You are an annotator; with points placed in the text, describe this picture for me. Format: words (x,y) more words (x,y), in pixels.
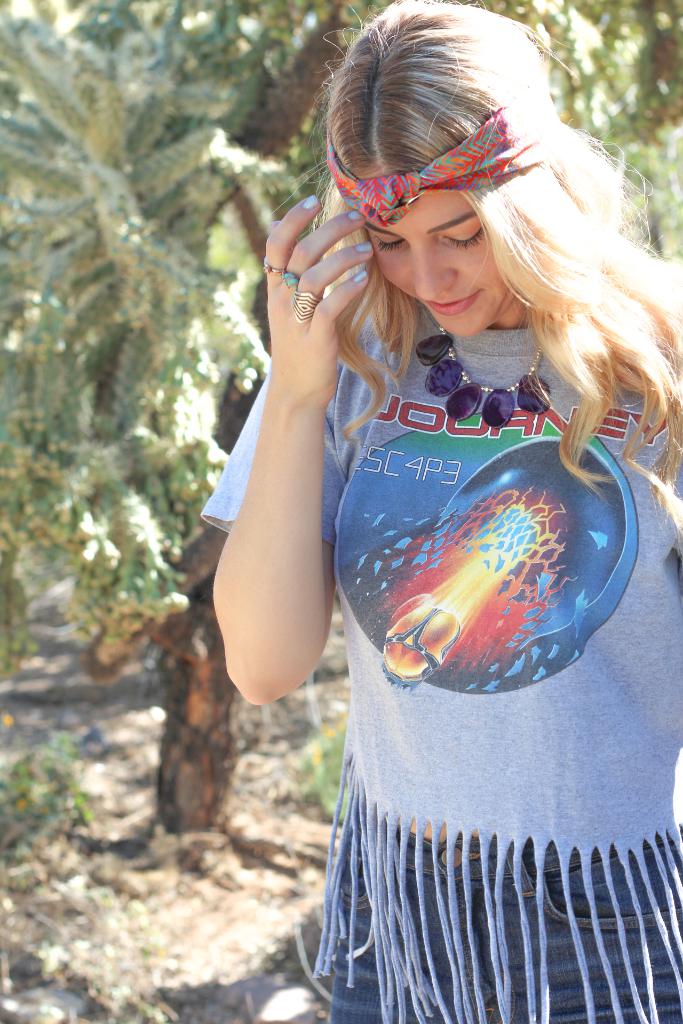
There is a woman (557,612) standing and there is a cloth (440,164) tightened to her head (419,167) and there are trees (200,226) in the background (264,119).
